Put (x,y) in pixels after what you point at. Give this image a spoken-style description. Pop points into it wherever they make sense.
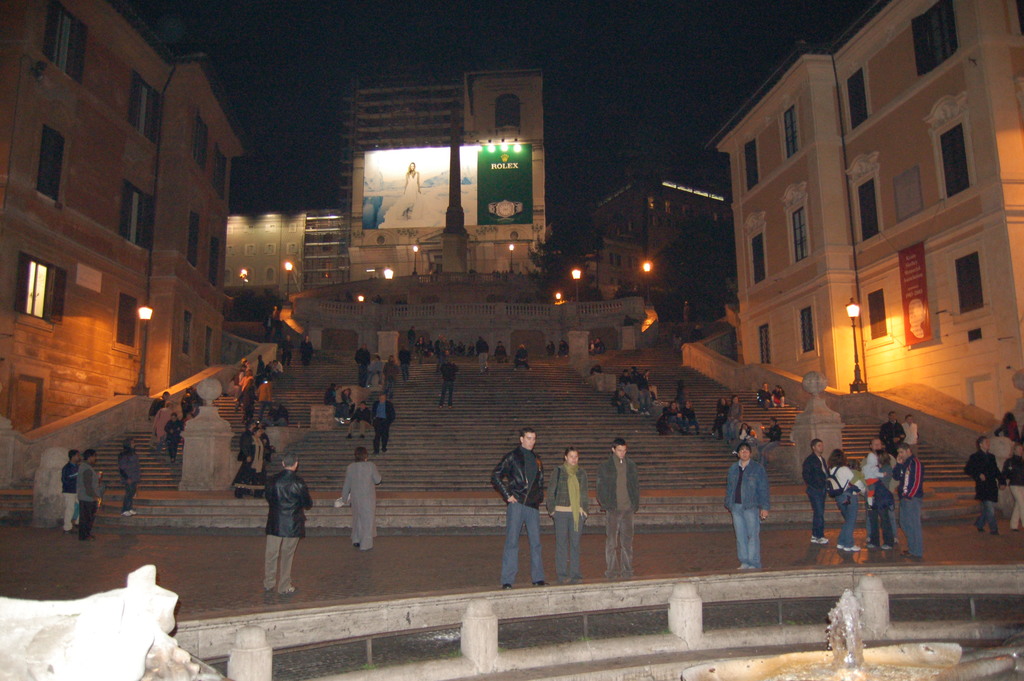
In the middle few people (378,431) are standing and at the top (504,195) there is an advertising image (474,201) and there are buildings (276,275) on either side of this.
